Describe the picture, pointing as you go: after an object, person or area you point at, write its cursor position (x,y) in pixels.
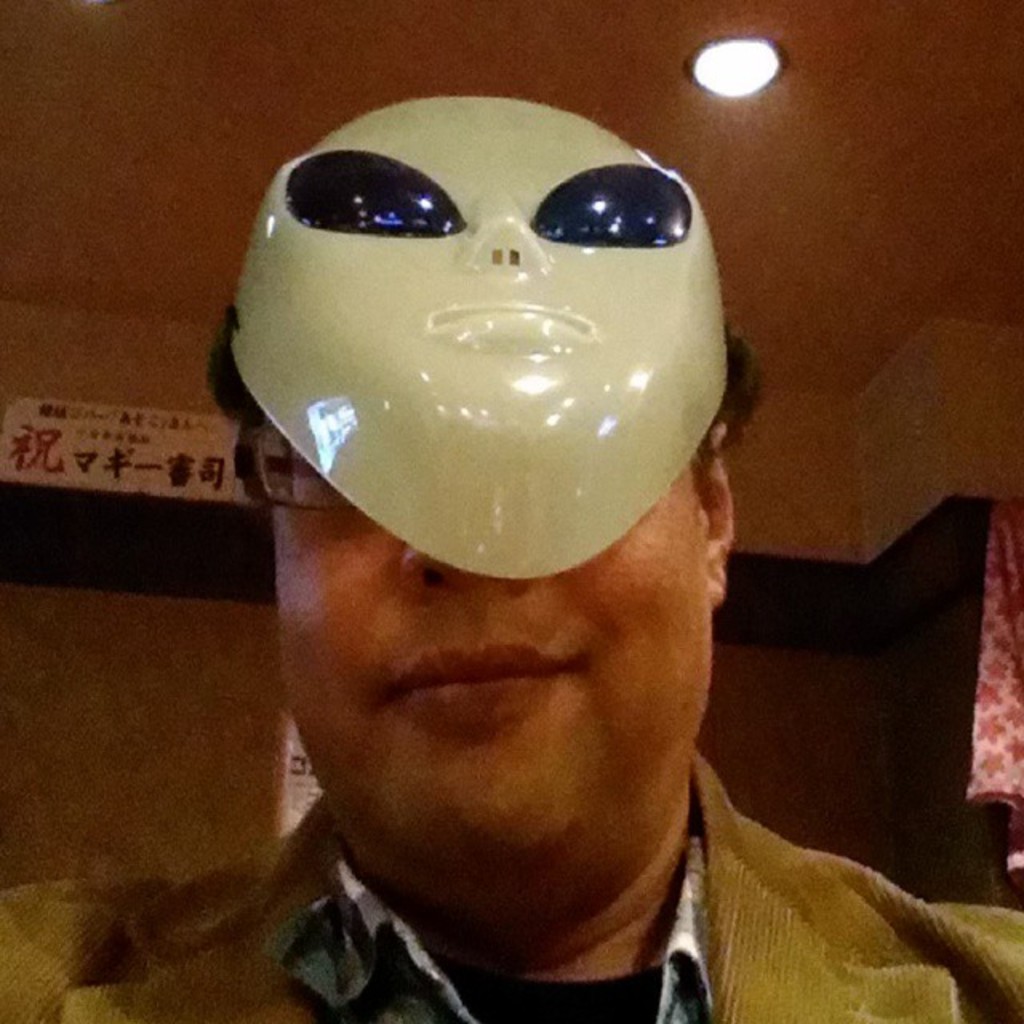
In this image, we can see a person (216,964) wearing clothes (175,969) and mask (558,498). There is a light (721,65) at the top of the image (727,54). There is a cloth (1010,558) on the right side of the image (1006,767).
